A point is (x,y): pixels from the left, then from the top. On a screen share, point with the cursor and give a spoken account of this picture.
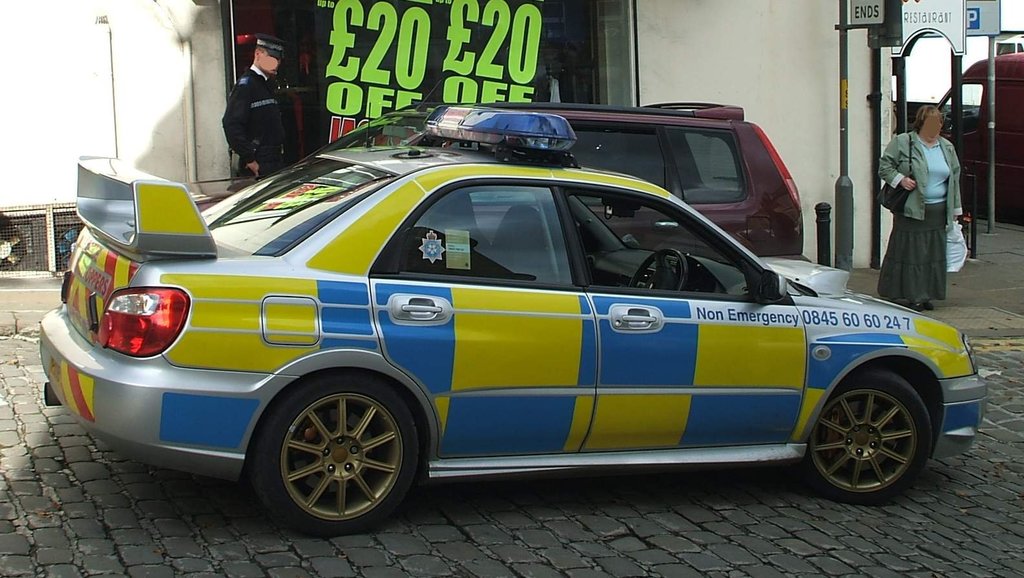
In this image we can see vehicles (581,208). On the vehicle (747,317) something is written. In the back (940,164) there are two persons (272,99). One person (271,99) is wearing cap (268,40). Another person (916,211) is holding a bag (889,190) and a packet (957,243). There are boards (940,18) on poles (904,88). In the back (443,56) there is a board (411,65) with something written.
